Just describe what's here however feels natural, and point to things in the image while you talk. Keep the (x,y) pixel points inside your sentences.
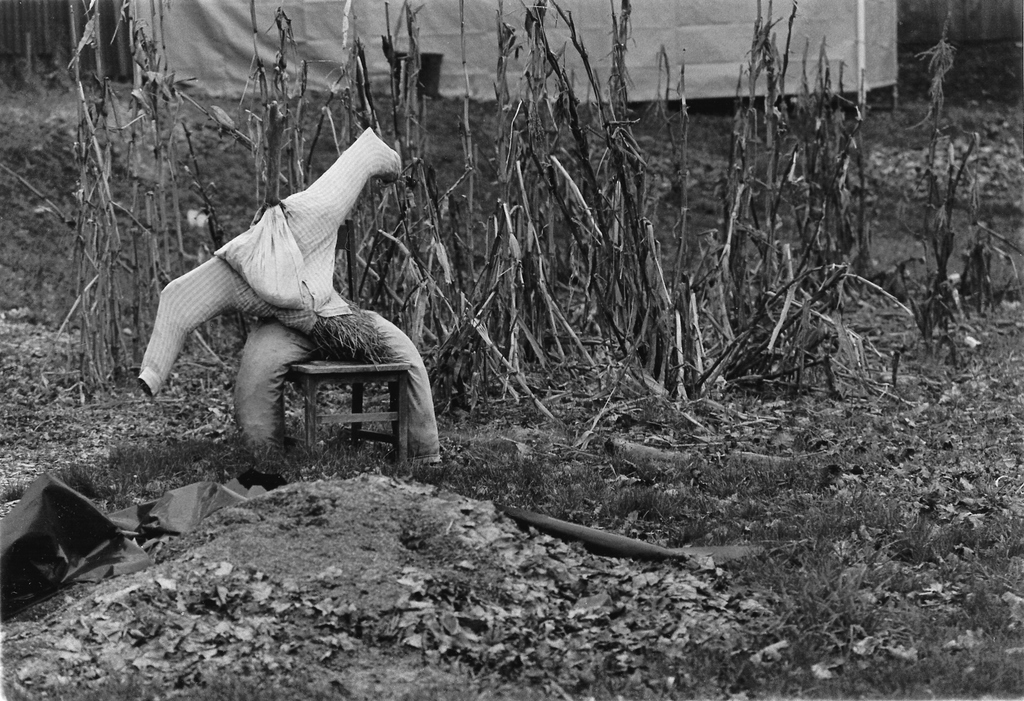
On the left side of the image (292,321) we can see a scary toys (292,321) is present on the stool (313,435). In the background of the image (461,211) we can see dry plants (410,92), board (796,61). At the bottom of the image (593,651) we can cover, grass (792,538), ground (481,549) and dry leaves (698,623).
